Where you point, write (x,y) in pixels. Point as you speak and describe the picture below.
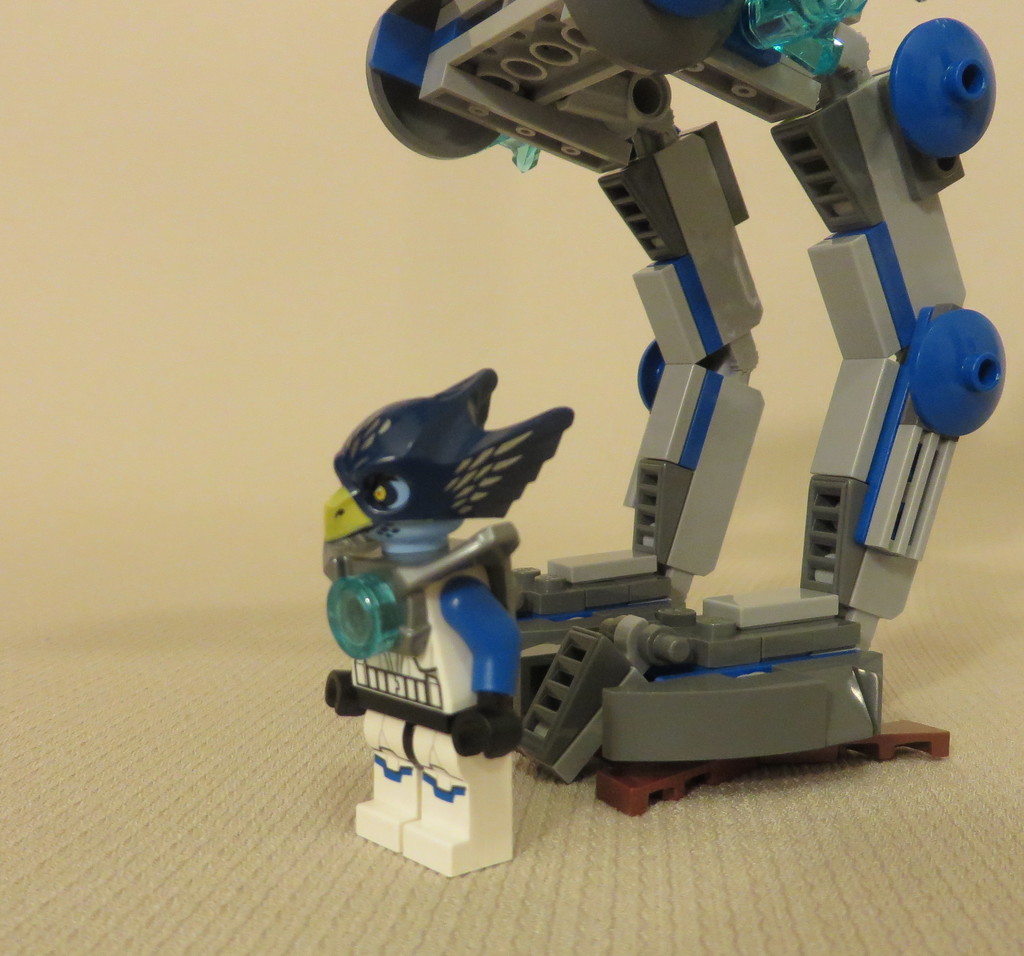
This image consists of a robot (716,510) made up of plastic (488,396) is kept on the floor (366,919). In the background (261,280), there is a wall (193,284) in cream color. The robot (847,413) is in blue and grey color.
